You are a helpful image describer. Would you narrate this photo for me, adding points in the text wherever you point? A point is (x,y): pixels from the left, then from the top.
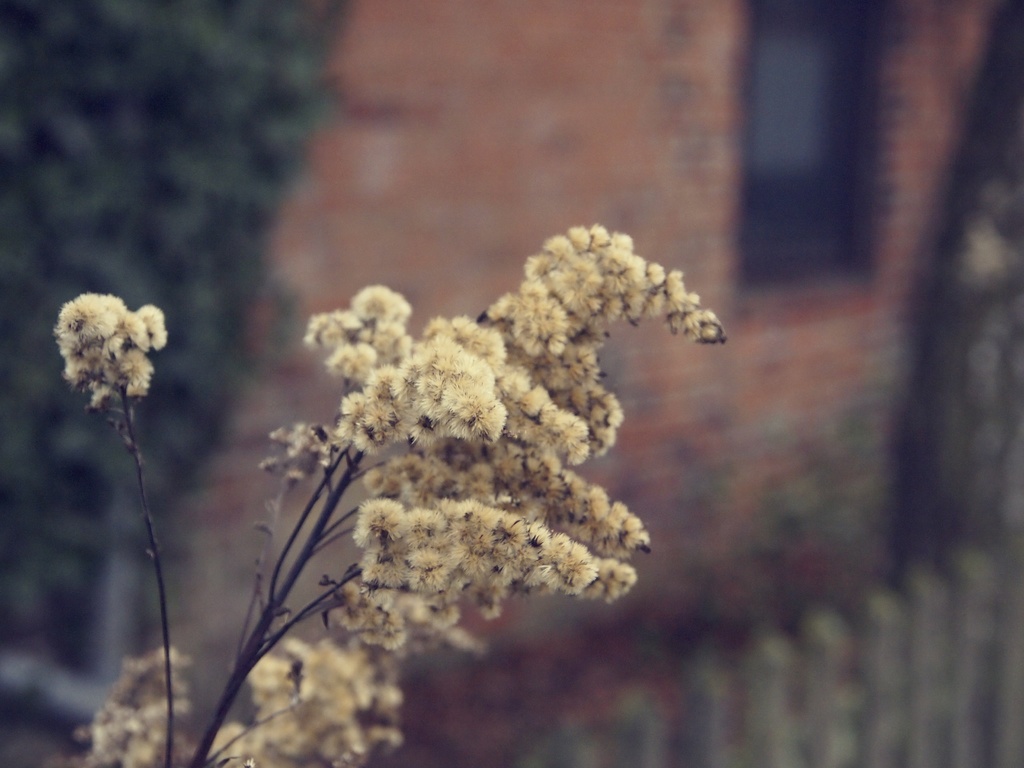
In this picture I can see the flowers (499,524) on the plant (382,665). In the back (776,247) I can see the tree (171,102), fencing (756,670) and building (731,265). In the top right (875,135) there is a window (889,16).
